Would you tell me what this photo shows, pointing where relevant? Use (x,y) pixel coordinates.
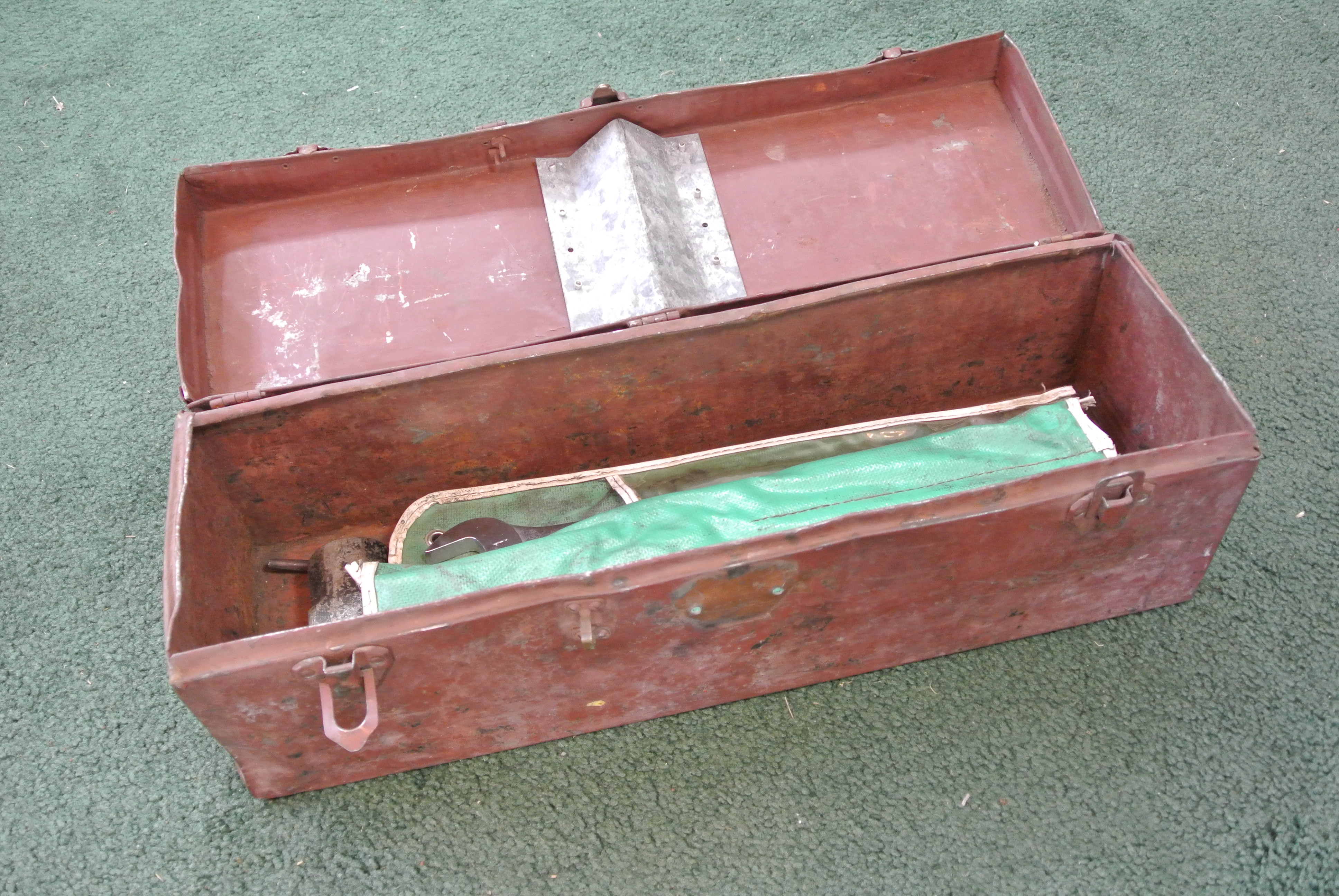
In this picture there is a box (609,620) in which something is placed on the floor (226,135).
